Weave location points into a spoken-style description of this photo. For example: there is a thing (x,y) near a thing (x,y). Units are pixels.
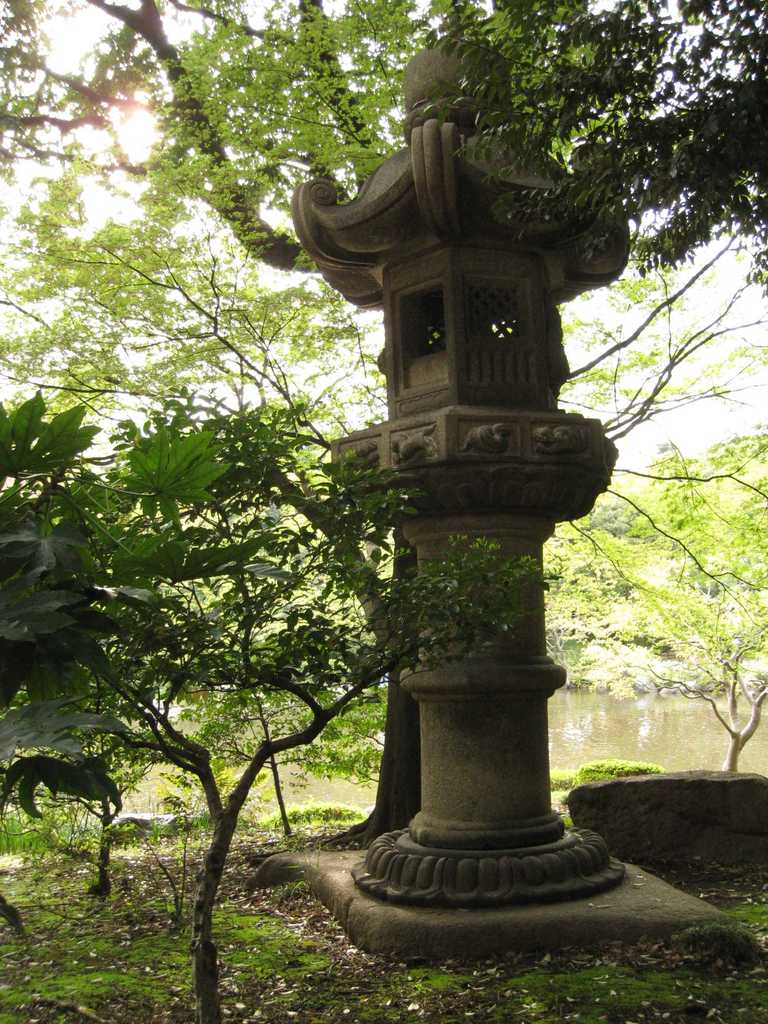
In this picture we can see the sky (55,331), trees (735,691), water (749,711). This picture is mainly highlighted with a pillar (534,458) and we can see the carving (526,368) on it. At the bottom portion of the picture (408,1003) we can see the green grass (397,999) and dried leaves (169,1020).
